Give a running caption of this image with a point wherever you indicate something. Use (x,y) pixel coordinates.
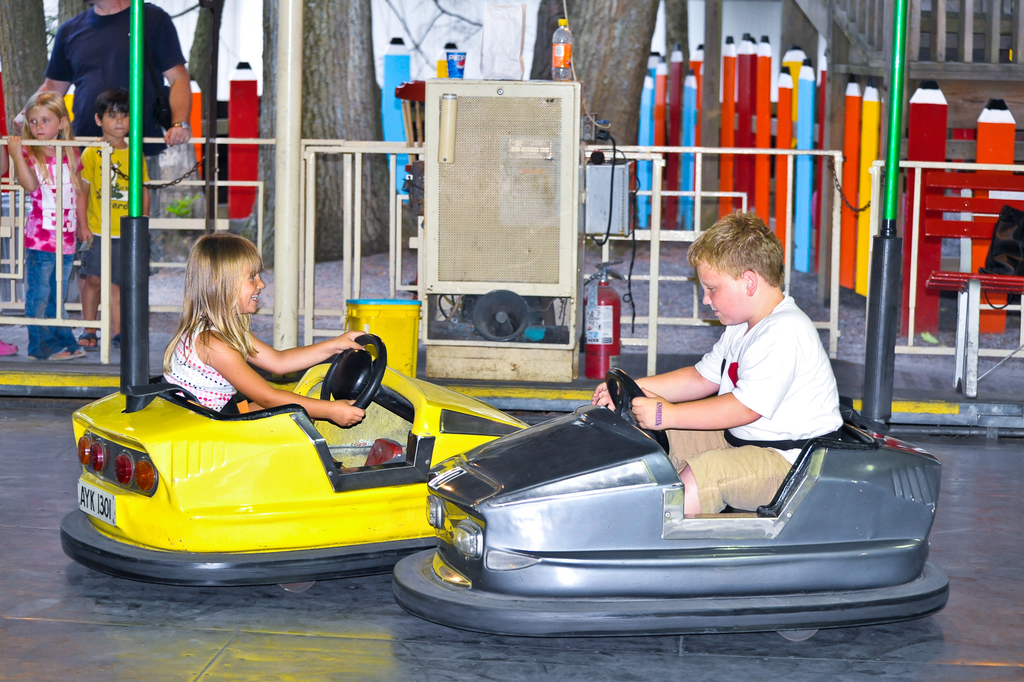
In this image there are two kids (257,359) driving battery operated cars (522,486). There are other two kids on the left side (36,278). There are trees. There is an object (526,92) in the middle (456,291). There is fencing (672,318) with pencil shaped wooden sticks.
